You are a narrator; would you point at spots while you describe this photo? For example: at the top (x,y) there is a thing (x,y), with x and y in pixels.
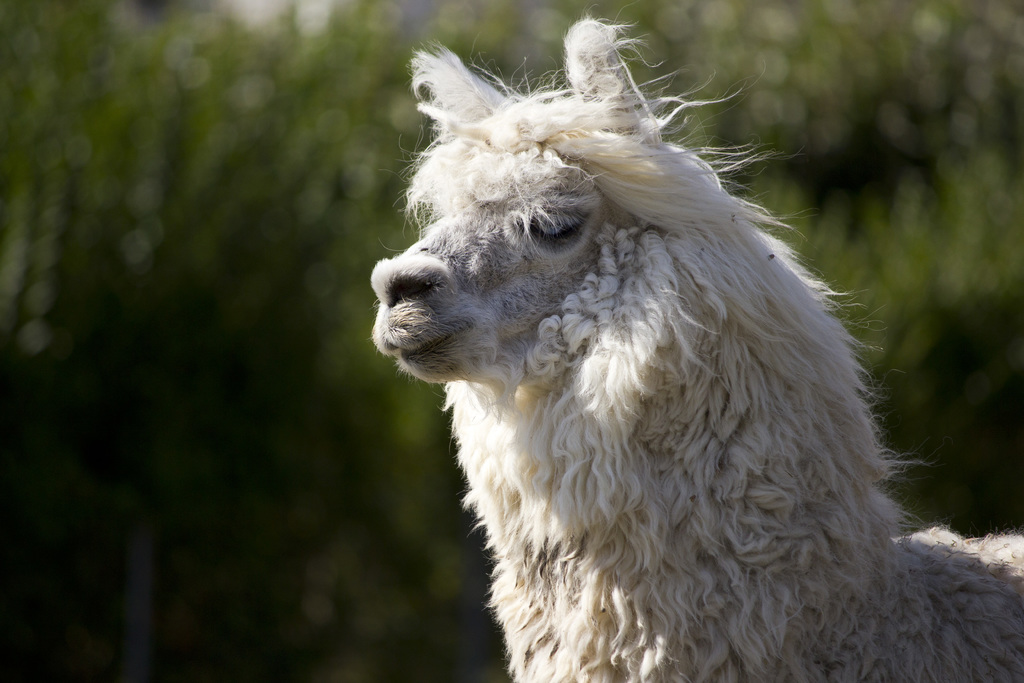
In this image, we can see an animal (555,292) on the blur background.
